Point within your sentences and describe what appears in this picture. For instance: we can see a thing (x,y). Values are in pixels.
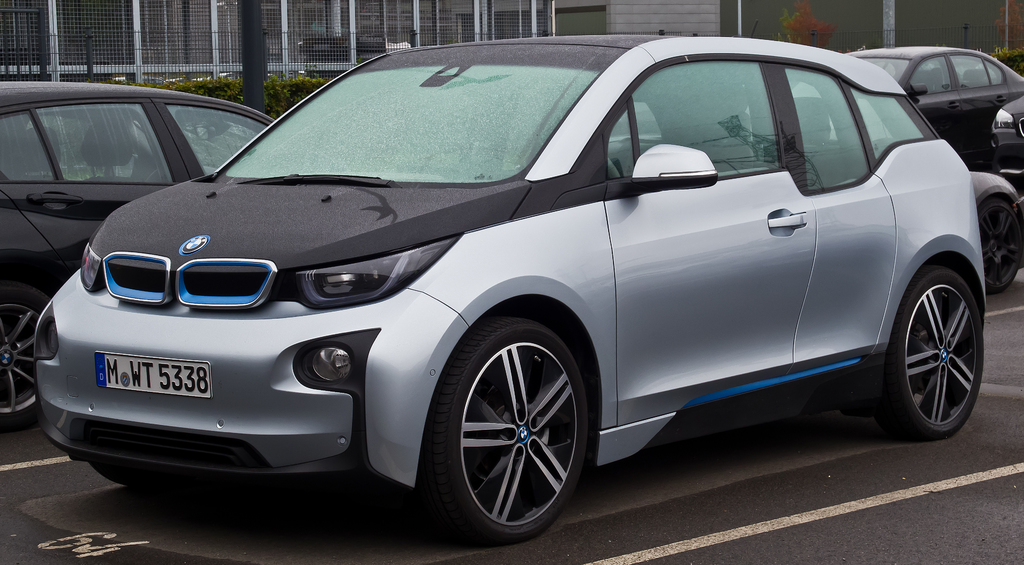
In this image we can see a few cars (599,206) on the road (808,480), in the background (327,39) there is a building (865,3), trees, fence (353,49) and a pole (247,47).
